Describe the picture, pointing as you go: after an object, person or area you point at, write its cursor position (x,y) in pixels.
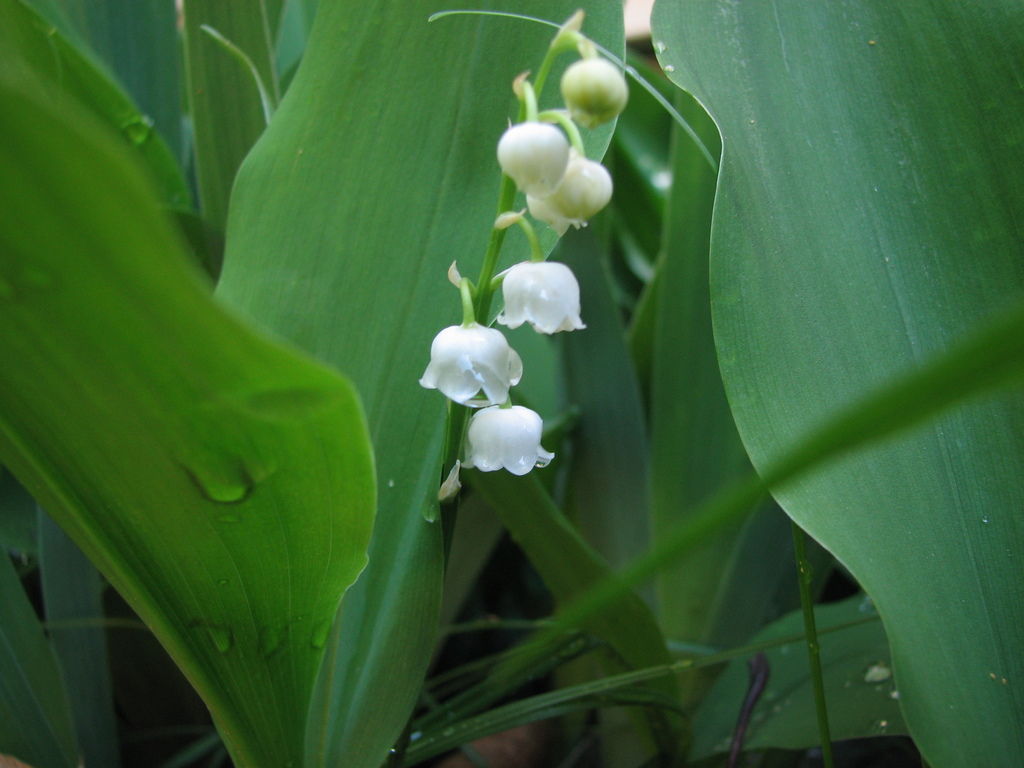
There is a plant (476,242) and there are small white flowers (526,280) to the plant (565,127).
